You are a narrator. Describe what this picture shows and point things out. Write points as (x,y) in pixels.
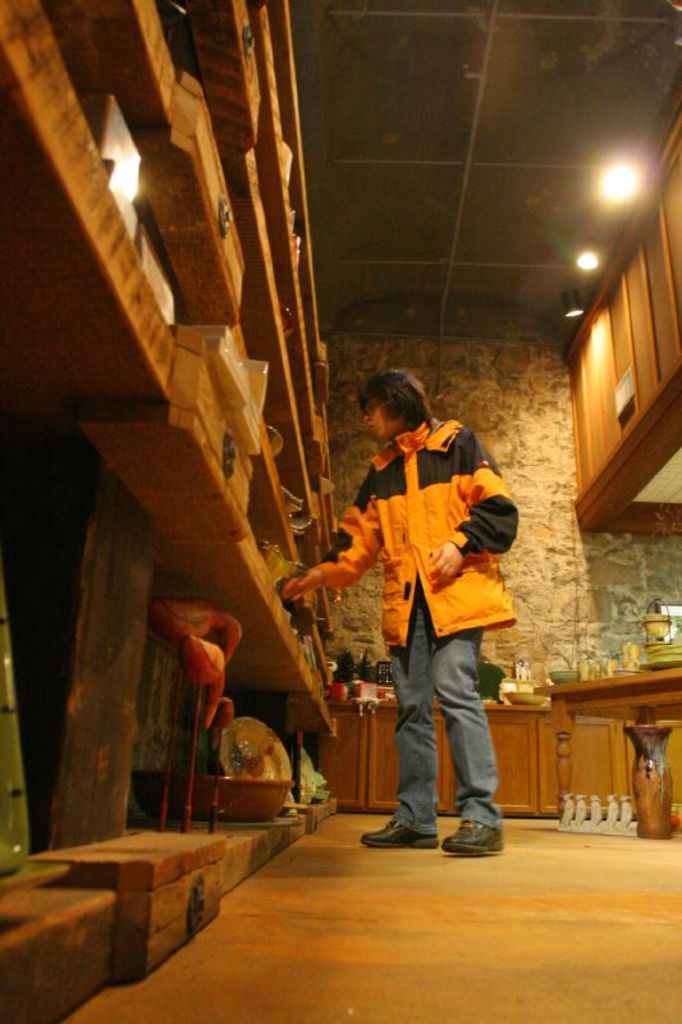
In this image there is a person (431,578) in the middle (398,503). In front of her there are wooden racks (255,300). At the top (632,177) there are lights (611,179). Under the lights (586,258) there are cupboards (627,347). On the floor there is a pot (653,754) on the right side (656,767). In the background (560,694) there is a platform (596,683) on which there are bowls (572,675) and jars (601,664).
